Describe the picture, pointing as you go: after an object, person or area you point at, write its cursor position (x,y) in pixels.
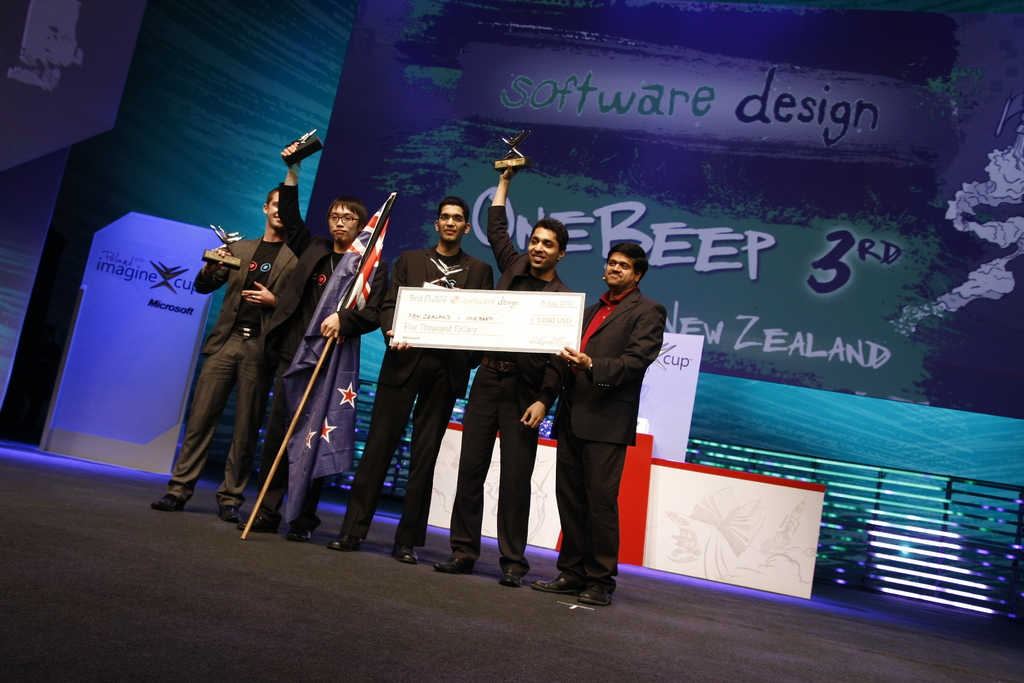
In this image we can see a group of people (454,356) are standing on a stage (636,579), they are wearing a black suit (577,394), and holding a cheque (442,293) in the hand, there a man (321,271) is holding a flag (328,372) in the hand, at the back (153,218) there is a table (683,470), there is a banner (696,137).
